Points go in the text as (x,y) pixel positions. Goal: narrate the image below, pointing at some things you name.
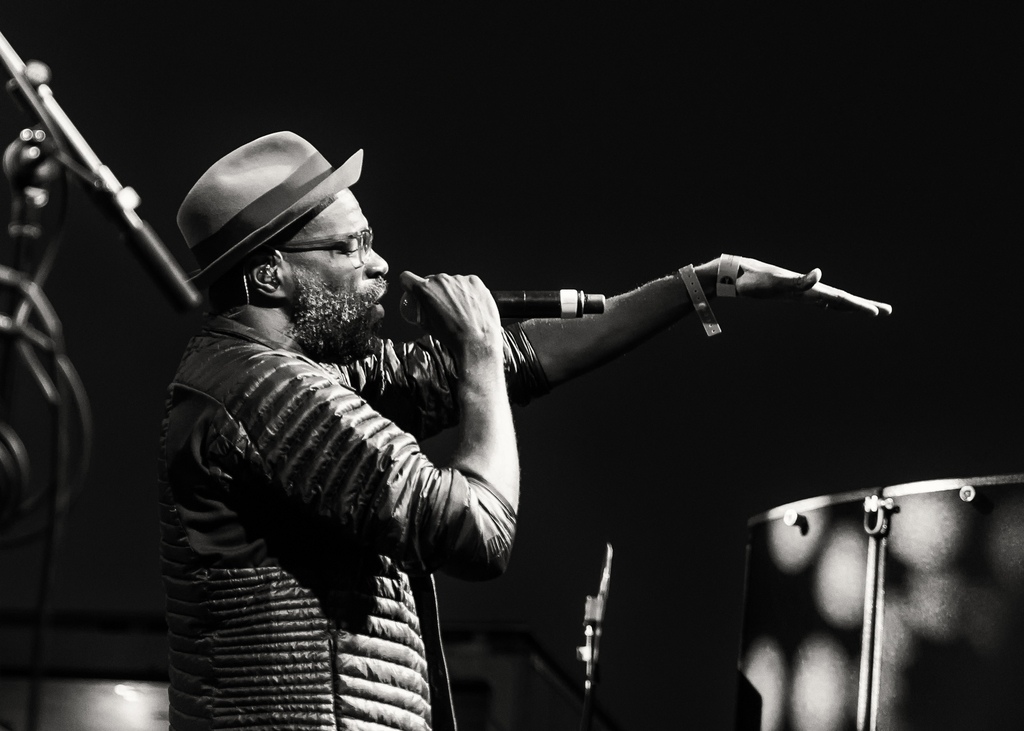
In this picture there is a man (327,373) holding a mic (408,319) in his hand (447,283) and singing. There is a drum (881,610) and other objects (93,704) at the background (141,710).
